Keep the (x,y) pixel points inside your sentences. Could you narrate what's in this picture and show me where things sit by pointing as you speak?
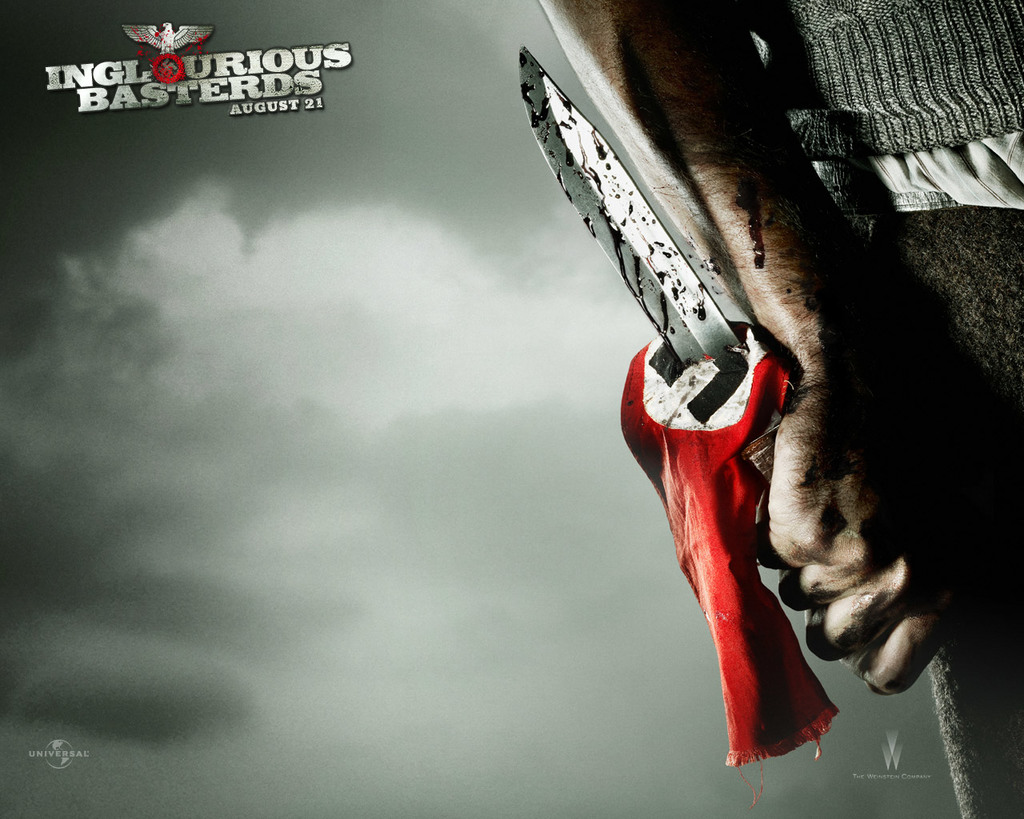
In this image, we can see a poster (47,722), on that poster (884,609) we can see a person (729,41) holding a knife (604,202).
